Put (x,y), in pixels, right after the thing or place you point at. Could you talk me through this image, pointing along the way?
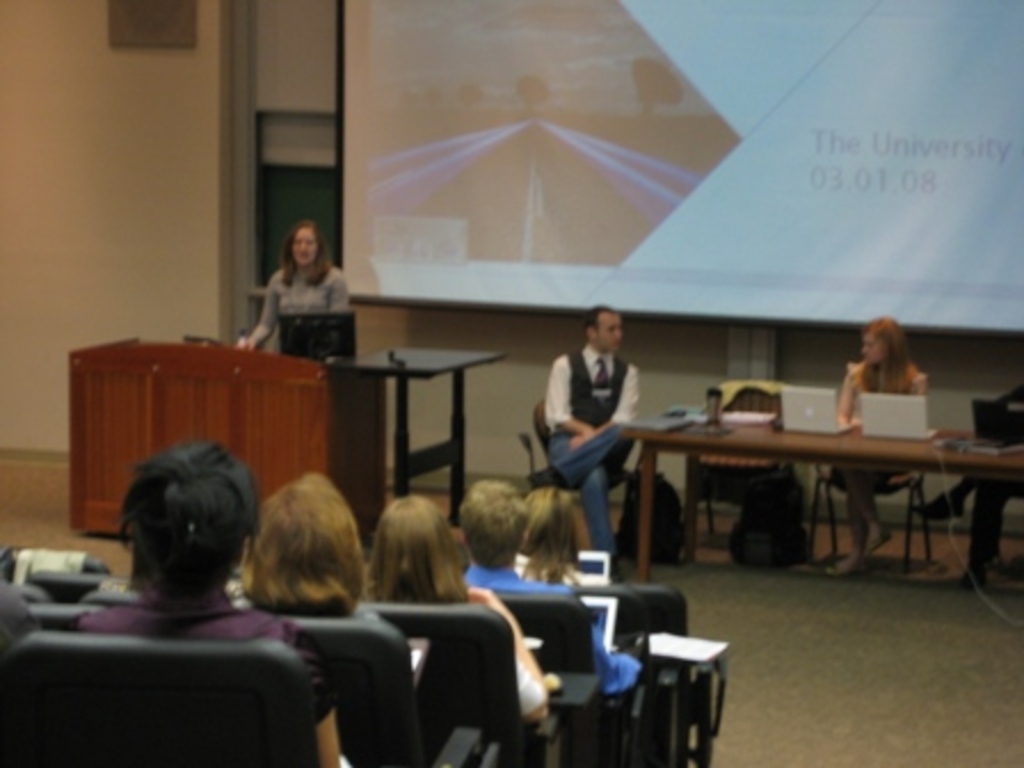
In this picture we can see a group people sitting on the chair (495,668) and listening to the woman (328,292) who is delivering a speech in front. On behind we can see a big projector screen (850,122) and in front (708,445) a table (675,430) with two apple laptops (880,408) and lady (879,370) sitting on the chair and interacting with man (571,451) wearing black coat (584,371) and white shirt (559,398).
